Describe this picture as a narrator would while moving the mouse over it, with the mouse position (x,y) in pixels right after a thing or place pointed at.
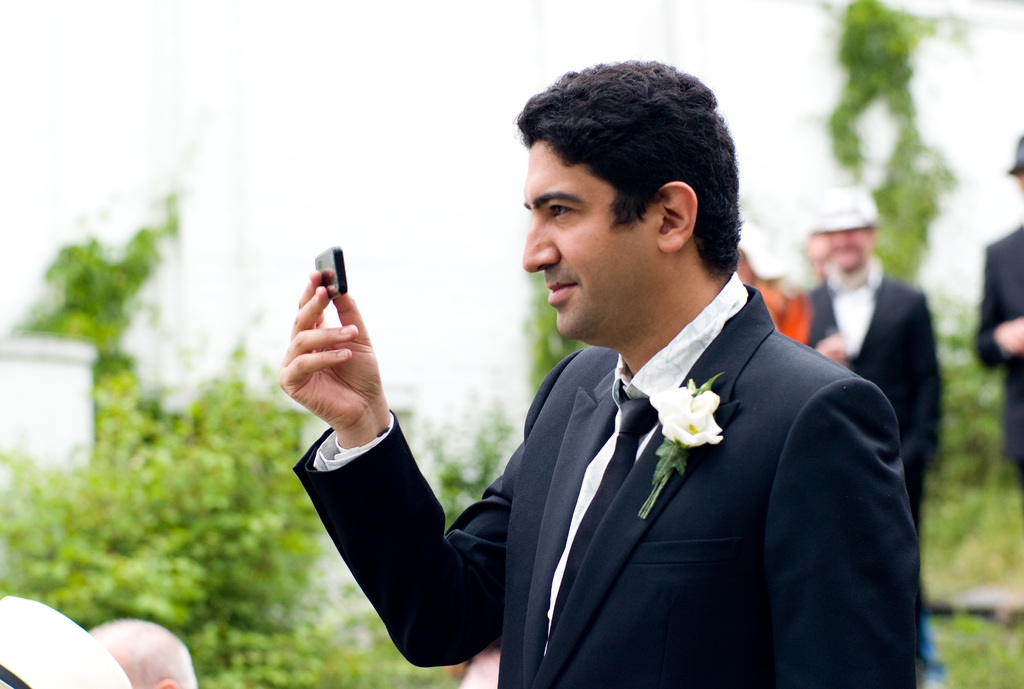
In this picture I can see a man (655,230), who is standing in front (584,506) and I see that he is holding a black color thing (337,262) in his hand (335,396). In the background (775,281) I see few people (840,284) and I see the plants (198,491).
